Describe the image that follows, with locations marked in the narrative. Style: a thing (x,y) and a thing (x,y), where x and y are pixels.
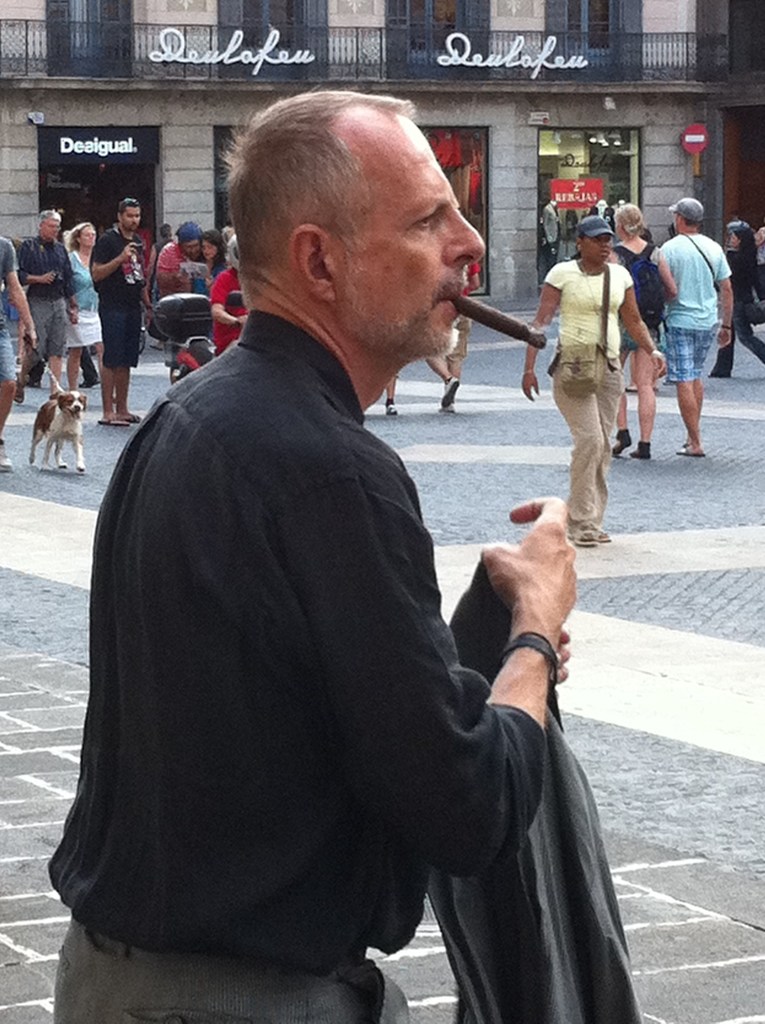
In the image there is a man (140,664) with black shirt (246,714) is standing and holding the jacket (526,958) in his hand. And he kept cigar (498,313) in his mouth (443,289). In the background (74,281) there are few people (704,253) and also there is a dog (70,400) and a scooter (180,370). There is a building (471,123) with pillars (519,166), glass doors (623,154), railing (375,50) with name (562,66) and doors (79,16) with glasses (597,44).
